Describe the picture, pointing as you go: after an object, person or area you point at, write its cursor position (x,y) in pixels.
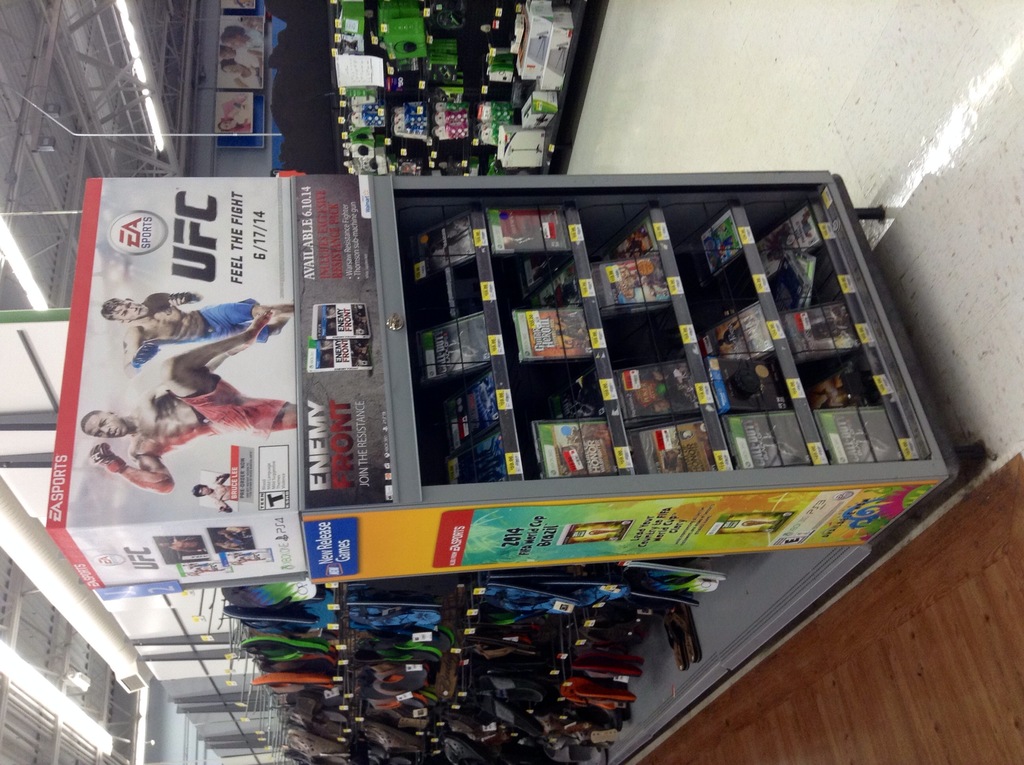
In this picture there is a store (459,521) which has few objects (585,577) placed in racks (481,234) and there are few lights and some other objects (43,120) in the left corner (15,302).
